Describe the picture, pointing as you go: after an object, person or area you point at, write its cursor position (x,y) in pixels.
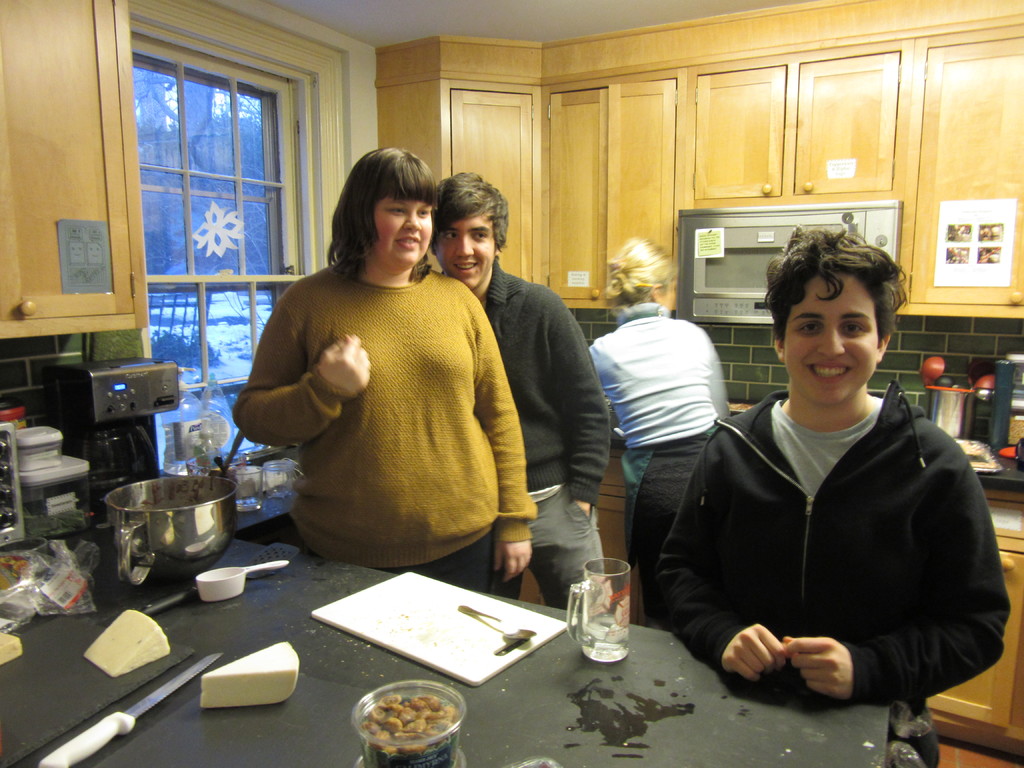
In this image we can see a group of persons (585,375) are standing, and smiling, in front (639,743) here is the table (622,745), glass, and chopping board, spoon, and vessel (385,706), and some objects (383,749) on it, here is the cupboards (599,288), here is the wall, here is the window (155,307).
